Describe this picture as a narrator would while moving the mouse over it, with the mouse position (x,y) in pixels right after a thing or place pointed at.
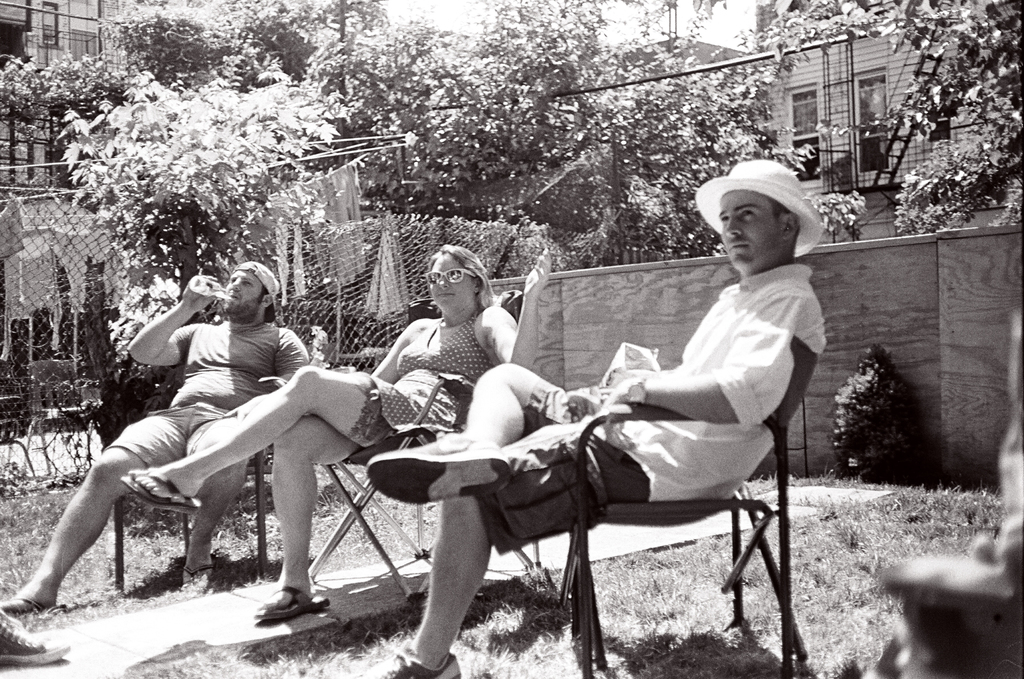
This is a black and white picture. The picture is taken in the backyard (803,482) of a house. In the foreground of the picture (501,388) there are people (313,418) sitting in chairs (594,500) and there are plants (38,477) and grass (21,536). In the center of the picture (389,298) there are trees (450,207), fencing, wall (923,336) and buildings (870,50).
